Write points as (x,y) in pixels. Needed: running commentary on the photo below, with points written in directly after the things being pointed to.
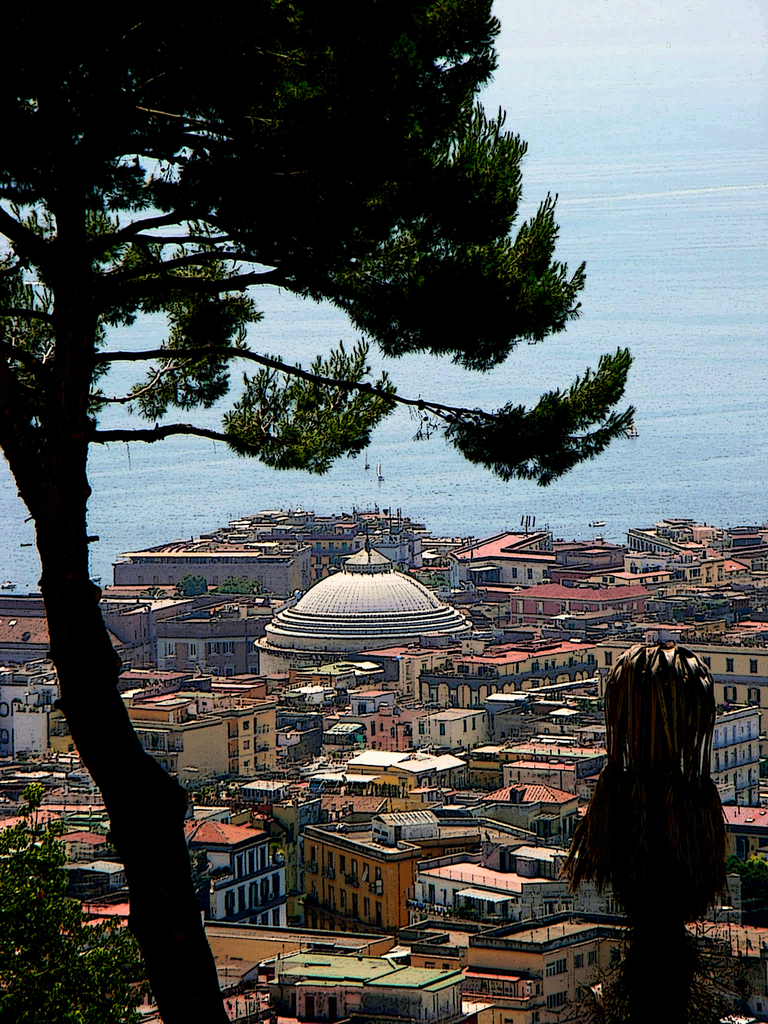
There is a tree (283,229) on the left side of the image (58,442), it seems like a plant (621,820) on the right side (617,841). There are buildings (463,704), dome (355,579), water (464,478) and sky (540,27) in the background area (565,190).
